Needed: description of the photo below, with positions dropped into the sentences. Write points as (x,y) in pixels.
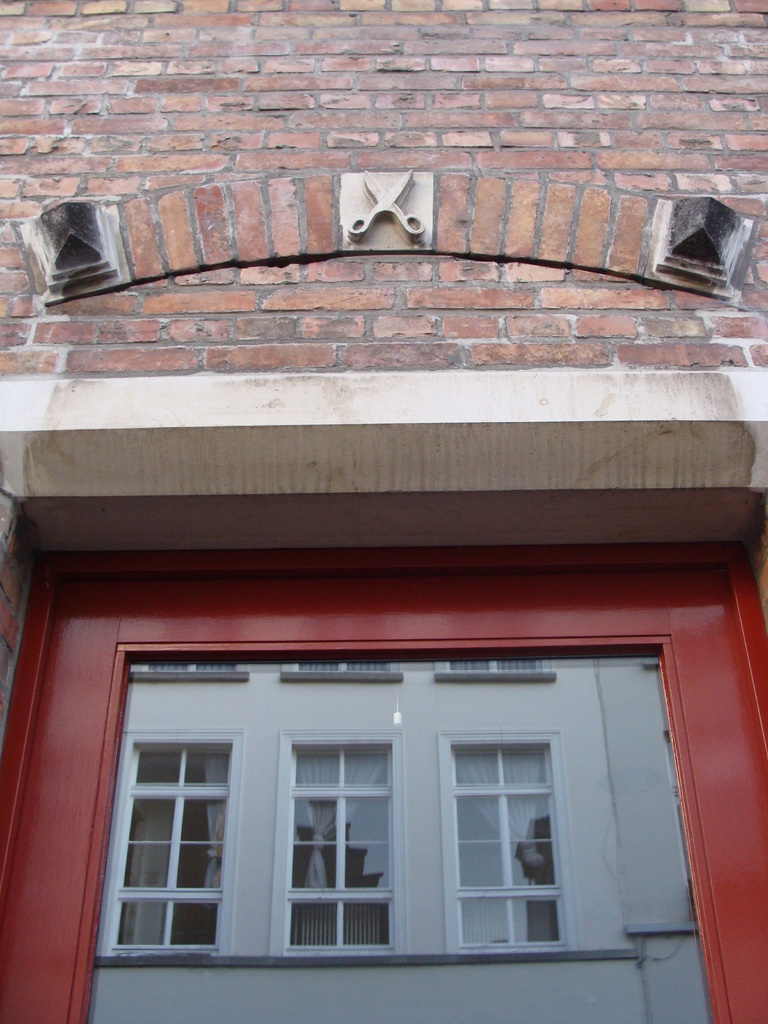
In this image I can see the building (69,511) with the glass door (219,893). In the glass (326,923) I can see the reflection (452,892) of another building (440,880).
